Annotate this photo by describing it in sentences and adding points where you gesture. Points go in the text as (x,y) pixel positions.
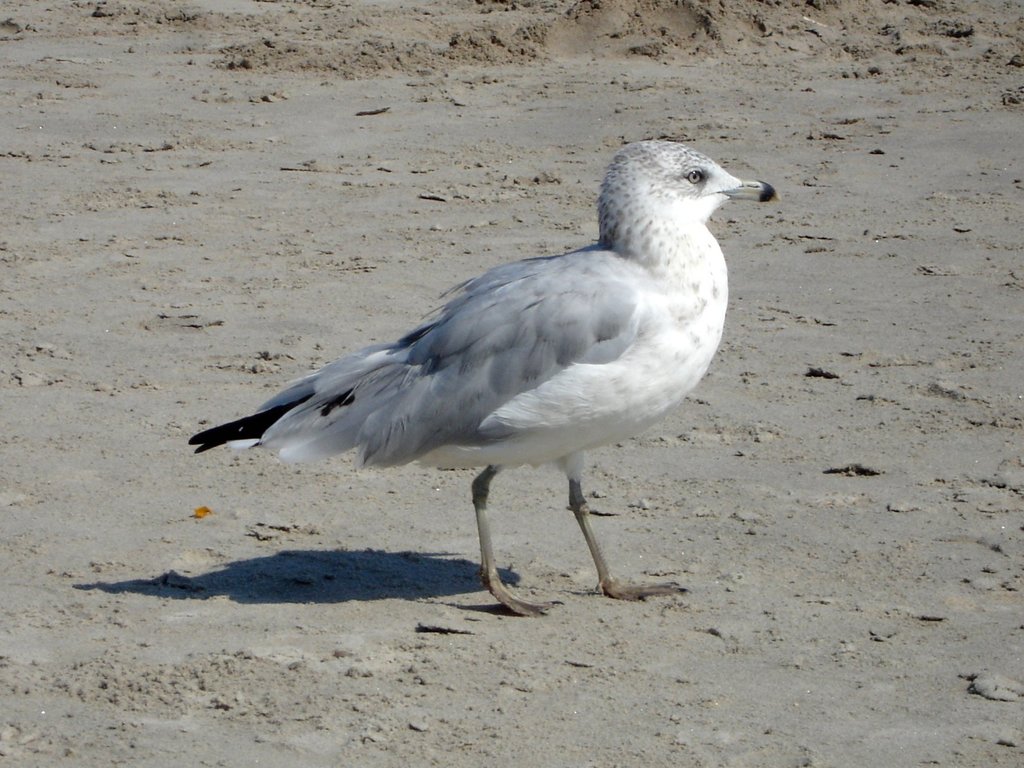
In this image we can see a bird (621,313) on the ground (362,132).
